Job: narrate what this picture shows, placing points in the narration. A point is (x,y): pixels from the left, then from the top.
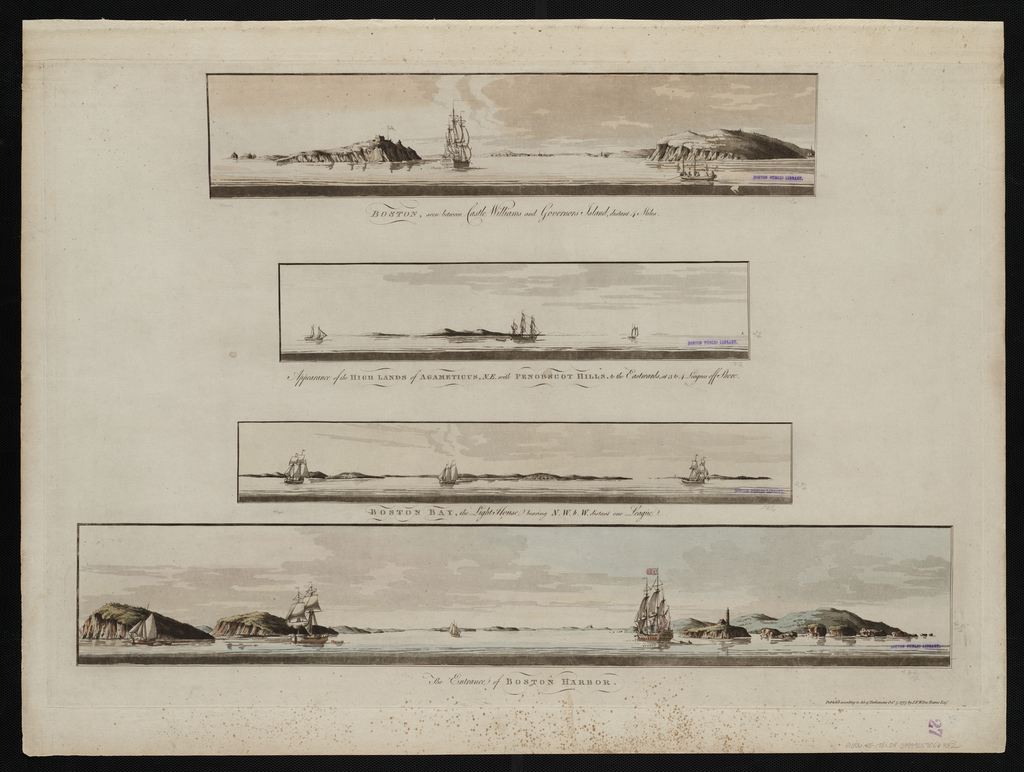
In this picture I can see a poster (477,234), on which I can see some images (353,617) and text (408,514).
